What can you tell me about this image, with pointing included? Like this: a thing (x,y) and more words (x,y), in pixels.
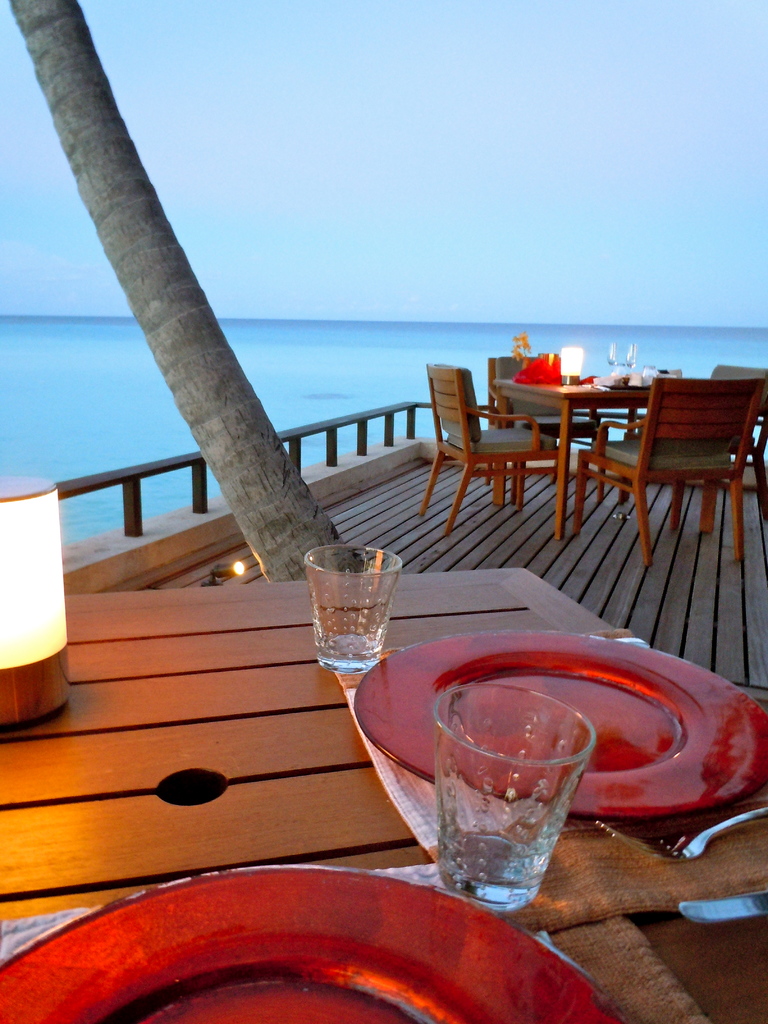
In this image I can see at the bottom (581,810) there are glasses (508,885) and plates (380,881) on this dining table (75,610). On the left side (45,628) it looks like a lamp (60,631). In the middle (256,504) there is a bark of a tree (259,487), in the background (269,389) there is water (329,369). At the top (487,171) there is the sky (487,171).
